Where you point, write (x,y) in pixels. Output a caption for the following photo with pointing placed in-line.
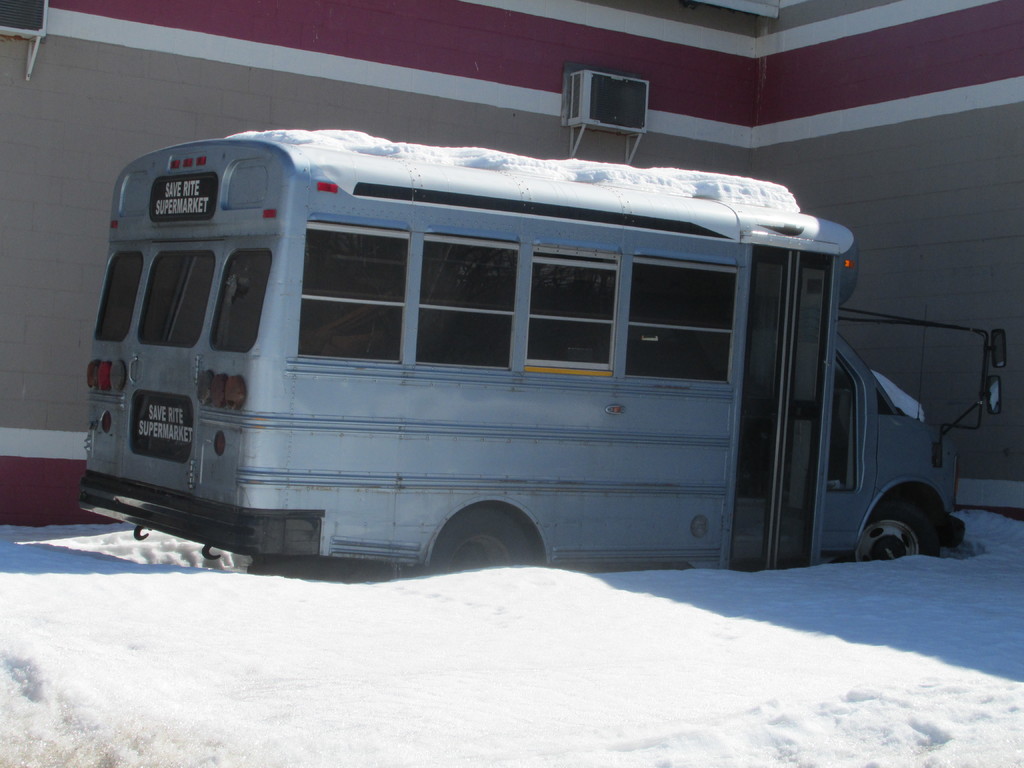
In the center of image (561,375), we can see a vehicle (433,405) on the snow (564,626) and in the background (199,26), there is a building (258,9) and we can see ac's (596,88) to it.
